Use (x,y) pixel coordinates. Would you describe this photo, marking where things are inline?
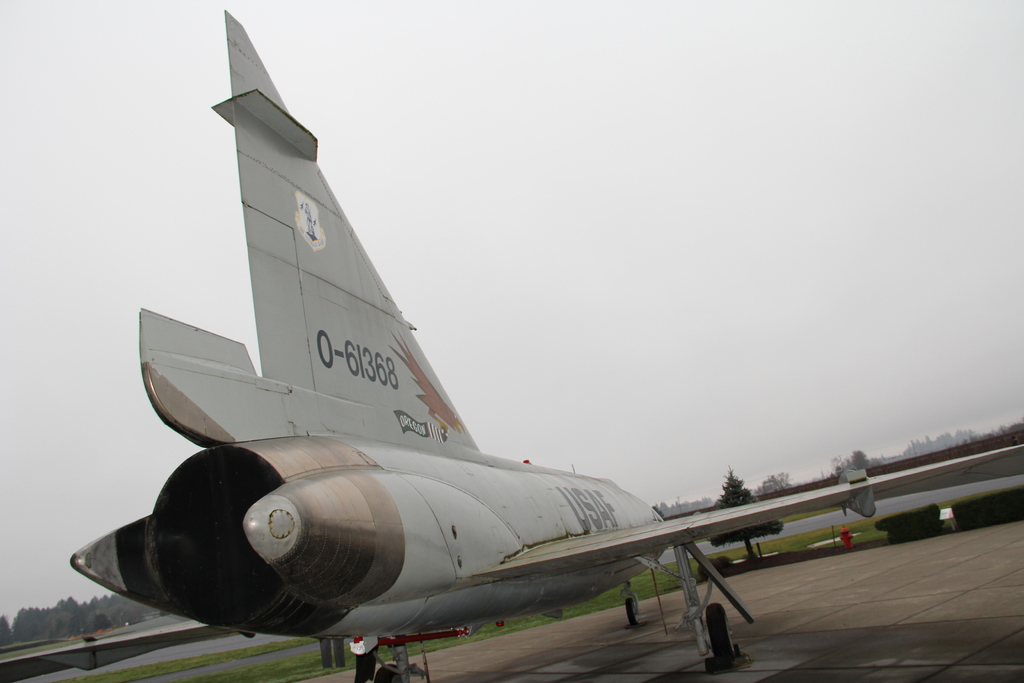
In this image in the center (433,427) there is an airplane (467,541), and in the background (45,616) there are some trees (950,444) and some buildings (901,462). At the bottom (629,641) there is walkway (828,641) and grass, and at the top of the image (71,78) there is sky (134,184).
